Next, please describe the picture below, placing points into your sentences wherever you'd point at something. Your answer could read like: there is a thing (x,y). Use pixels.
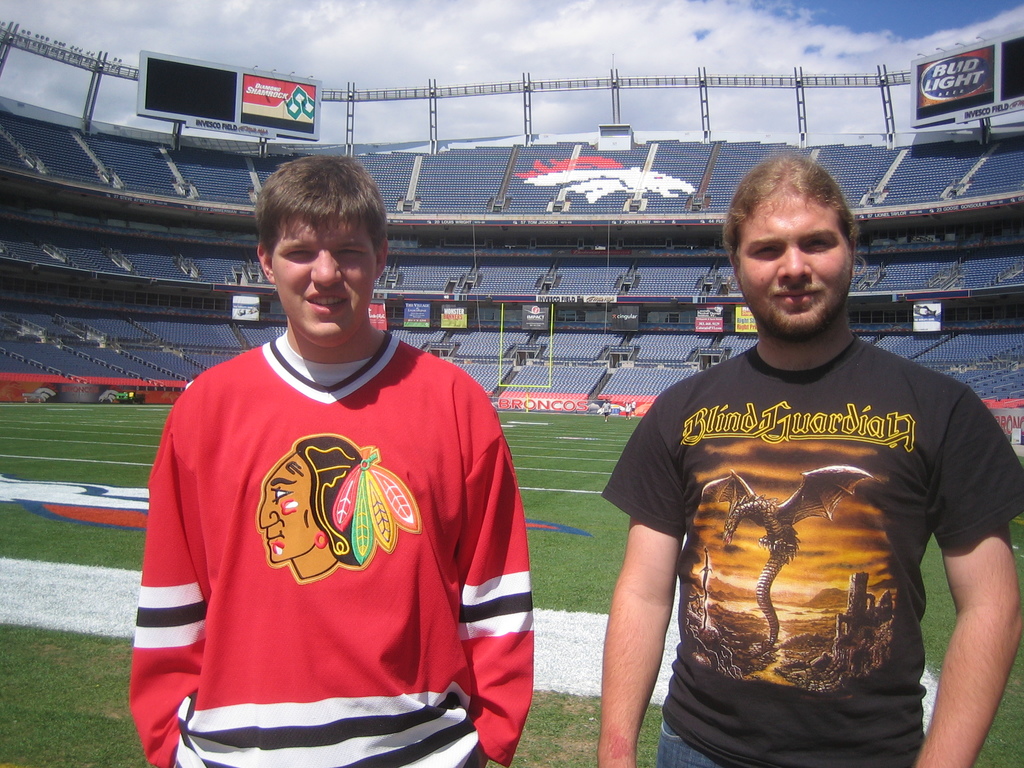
In this picture we can see there are two persons (367,522) standing on the ground (543,586). Behind the people (245,540), there are hoardings (262,116), chairs (752,150) and trusses (434,104). At the top of the image (429,55), there is the cloudy sky (432,50).
